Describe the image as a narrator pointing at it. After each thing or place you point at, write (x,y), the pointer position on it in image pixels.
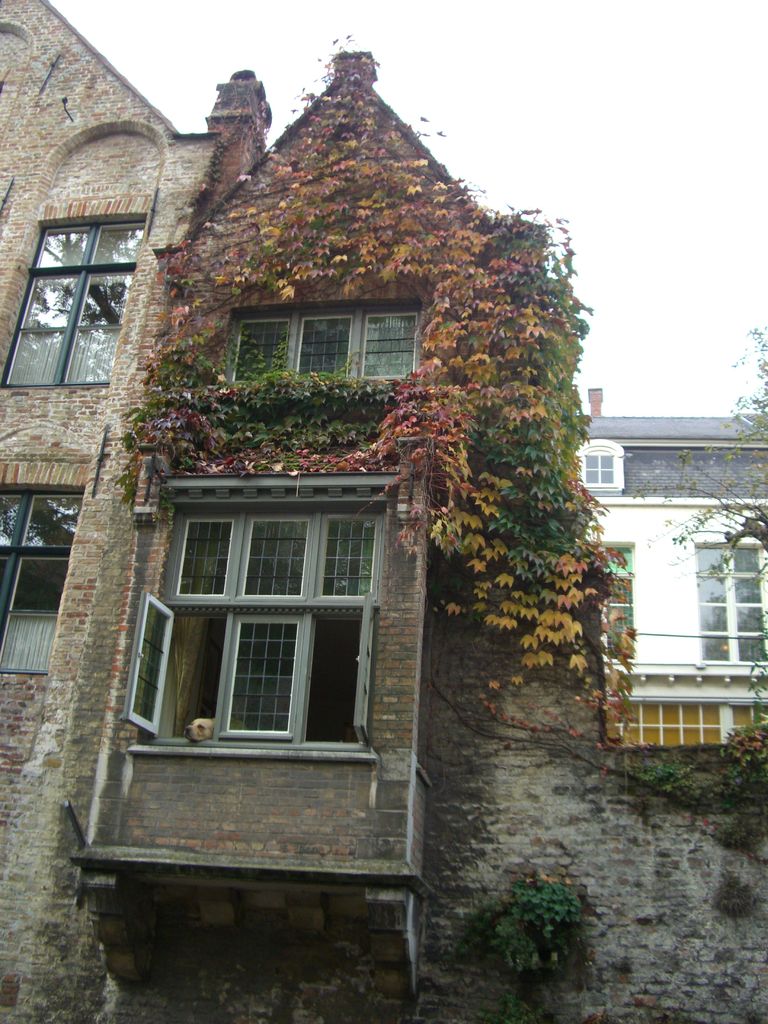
In this picture I can see some buildings (137,534) on which there are some plants (535,488), trees (747,498) and also I can see a dog (205,731) near window (221,684).
